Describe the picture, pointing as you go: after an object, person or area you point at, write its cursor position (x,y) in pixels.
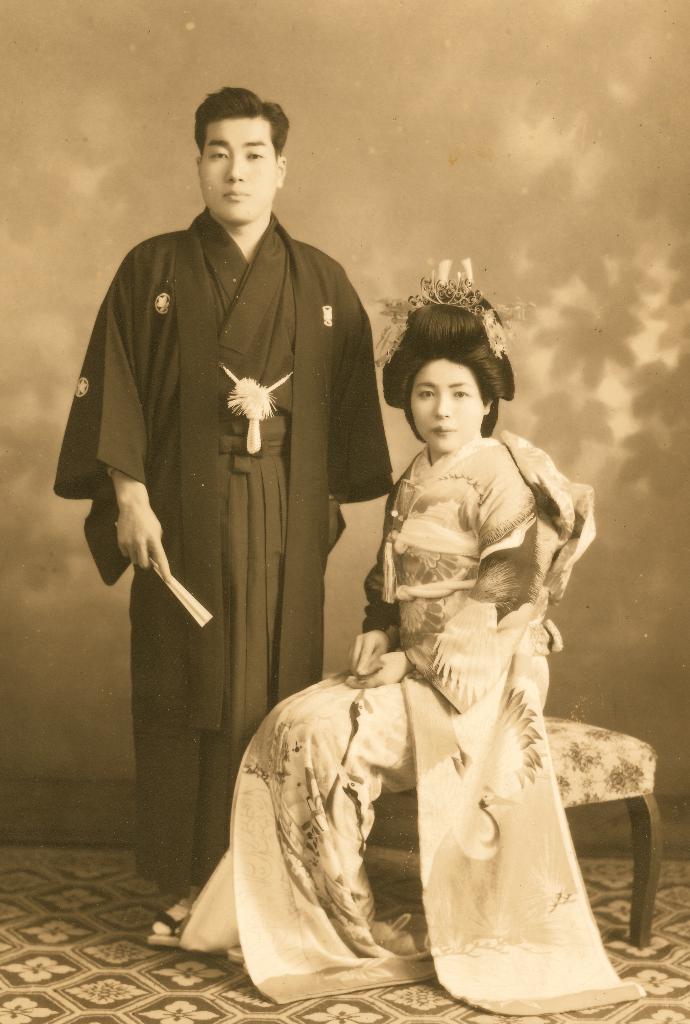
In this picture we can observe a couple (302,414). One of them is a man (183,409) wearing a black color dress (190,497) and the other is wearing white color dress (467,591). The woman (370,826) is sitting on the stool (631,790). We can observe a design (560,213) in the background (79,581).
